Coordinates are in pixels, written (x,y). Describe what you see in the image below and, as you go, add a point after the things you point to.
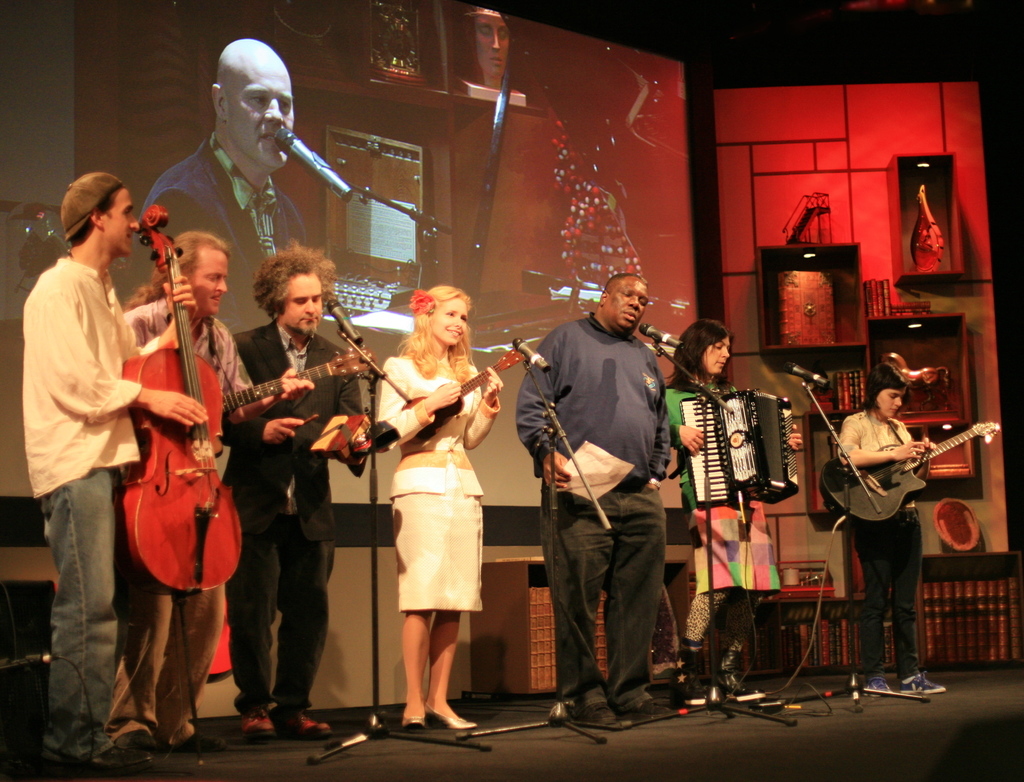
In the image there are many people (666,508) standing on the stage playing guitar (898,492), accordion (780,445) and singing in the mic (671,342) and behind them there is a screen (320,186), on the right side wall (833,226) there is shelf (863,341) with flower vase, books (945,638) in it.
